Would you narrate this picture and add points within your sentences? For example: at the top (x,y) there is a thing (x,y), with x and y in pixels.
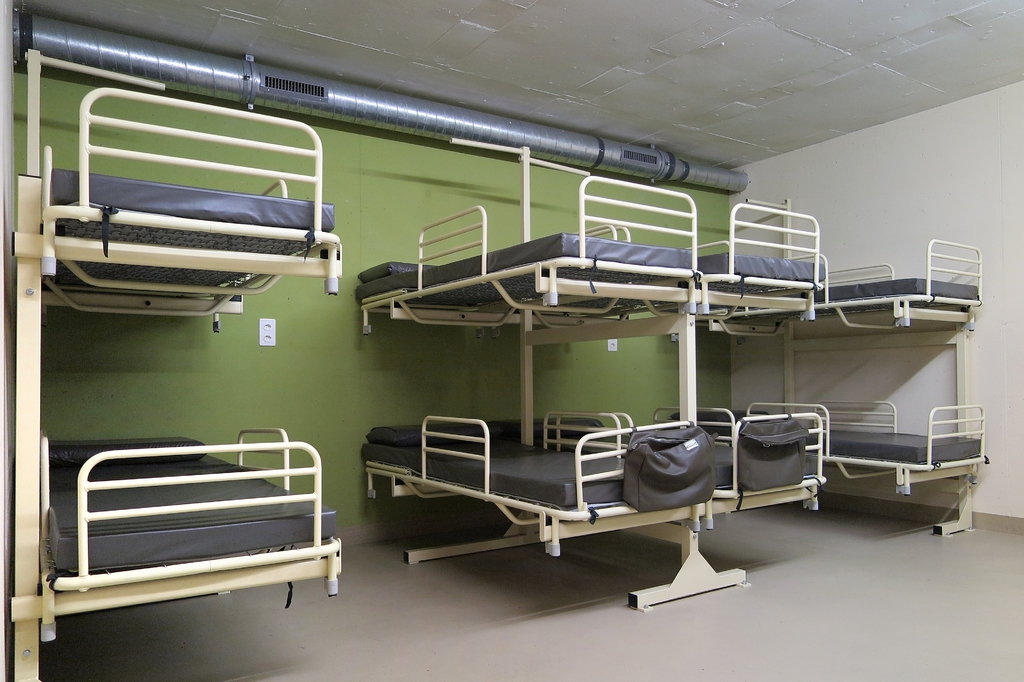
In this image I can see the bunk beds (482,237). I can see two bags (630,483) to the beds (710,508). In the background (215,177) I can see the pipe (554,154) and the green color wall (350,201).
